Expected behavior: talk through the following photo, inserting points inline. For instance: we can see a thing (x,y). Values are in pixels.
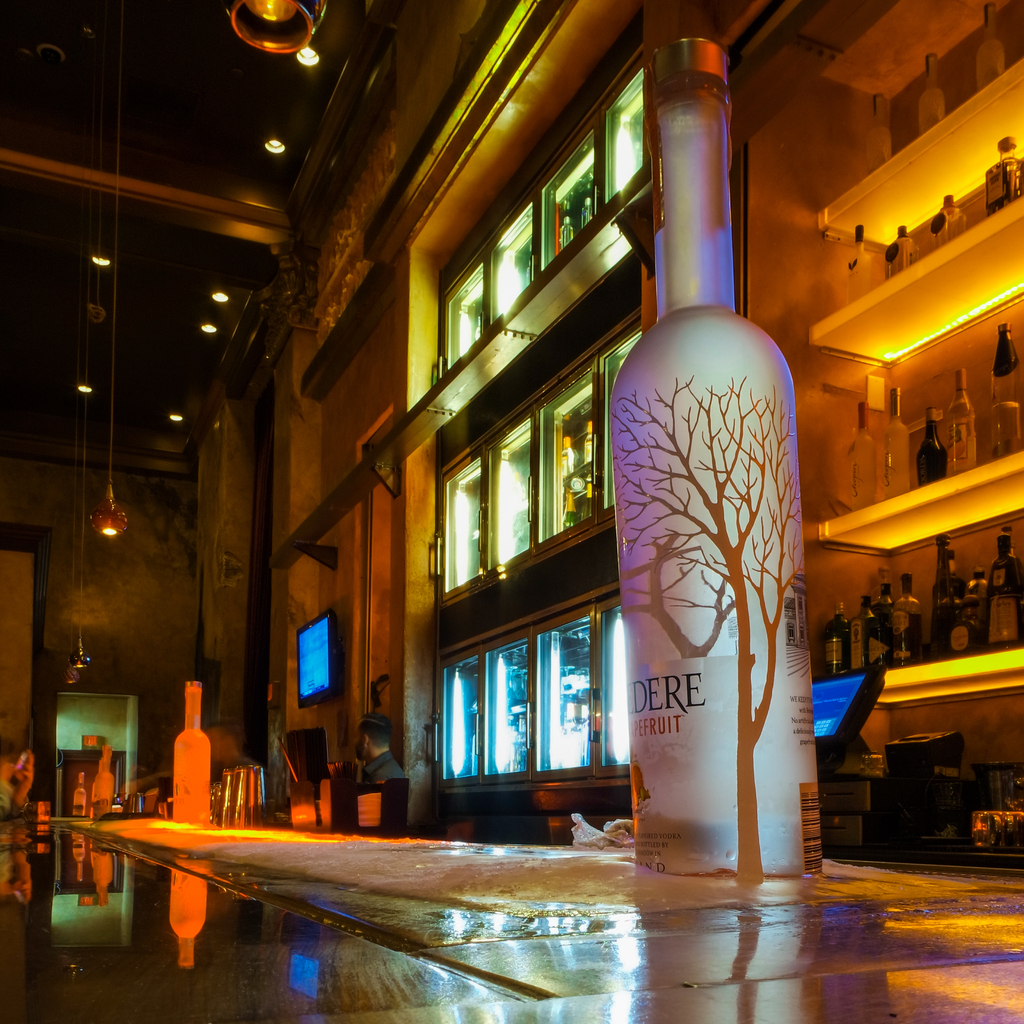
This is an inside view picture. Here we can see one man (366,738). We can see bottles (1007,194) arranged in a sequence manner in racks (958,171). We can see light focus (969,663) here. Here on the table (691,969) we can see bottles (708,806). These are televisions (847,723). At the top (194,95) we can see ceiling (123,287) and lights (214,331).
